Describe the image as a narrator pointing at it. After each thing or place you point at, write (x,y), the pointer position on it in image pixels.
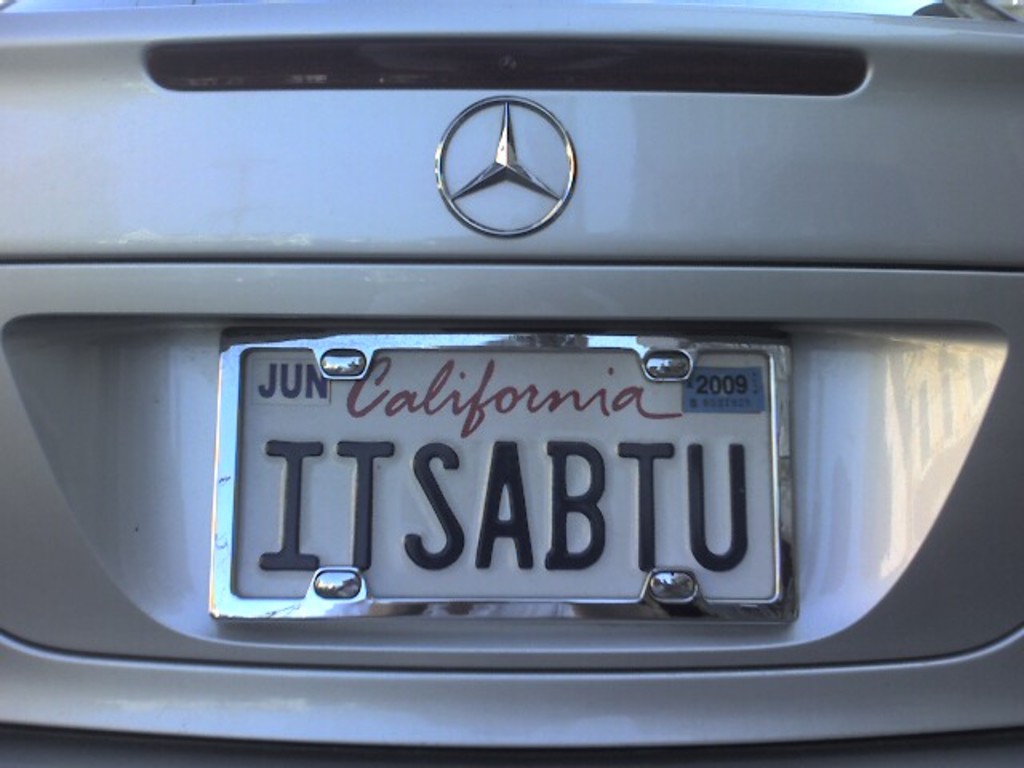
In this picture I can observe a car (518,185). There is a symbol of Benz (456,130) on the car (421,162). I can observe registration plate (408,506). There is some text (430,442) on the plate (441,434). The car (184,203) is in grey color.
